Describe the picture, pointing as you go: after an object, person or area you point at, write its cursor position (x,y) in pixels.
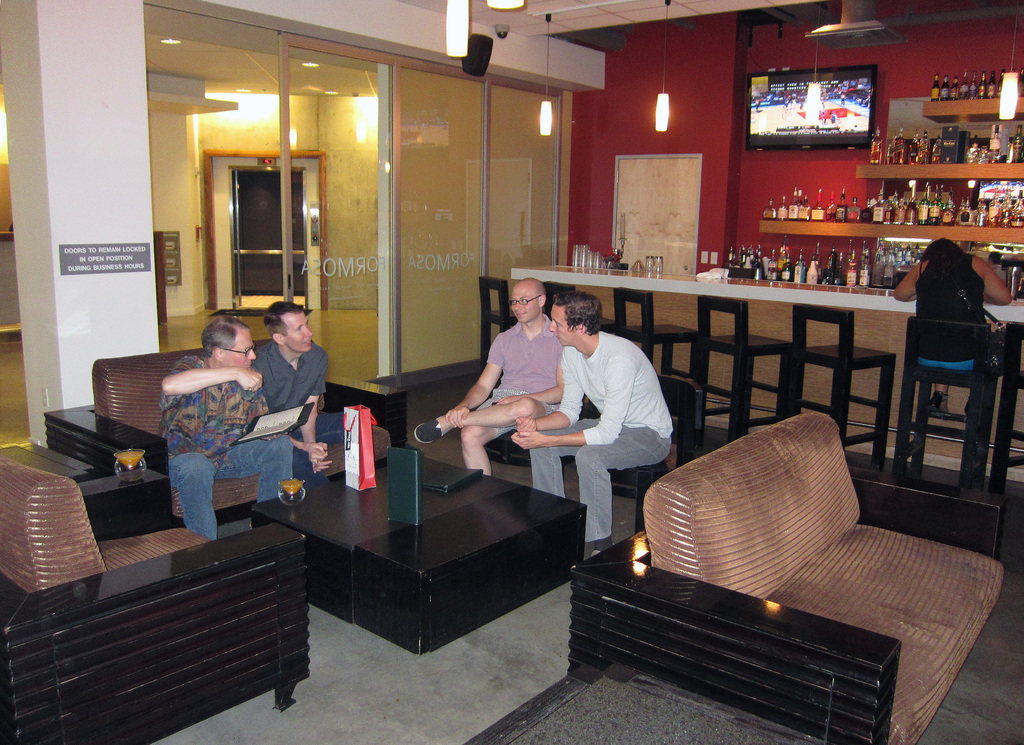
There are five persons (497,410) sitting on chairs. A person (241,445) in the left (224,417) is holding a book (250,433). There are many other chairs (291,584) and table (358,570). On the table (321,493) there is a bag (351,449), bowl (298,491) and some other items (400,489). In the background (168,176) there is pillar (115,209), glass wall (362,218), door (294,238), also there is a table (850,296), chairs (849,312), cupboards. On the cupboards (874,220) there are many bottles (926,150). There is a red wall (741,99) with TV (823,91) mounted on it. Also there are some lights (665,106) hanged on the ceiling (535,16).
